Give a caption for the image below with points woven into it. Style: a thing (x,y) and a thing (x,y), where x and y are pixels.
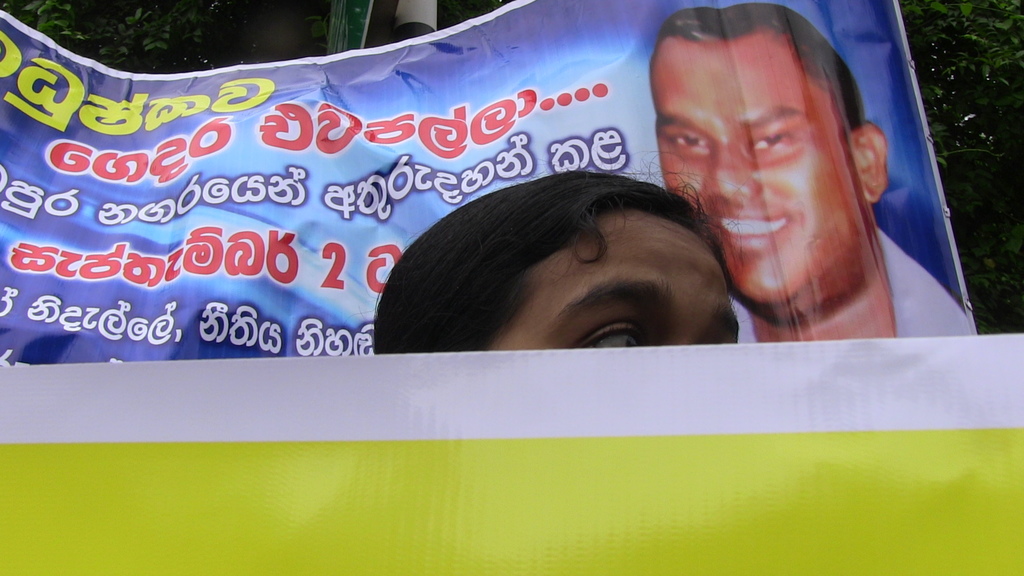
In the center of the image (464,273) we can see a person head (497,288). At the bottom (283,436) there is a banner (534,482). In the background (429,58) we can see a flexi (109,191) and trees (955,41).
